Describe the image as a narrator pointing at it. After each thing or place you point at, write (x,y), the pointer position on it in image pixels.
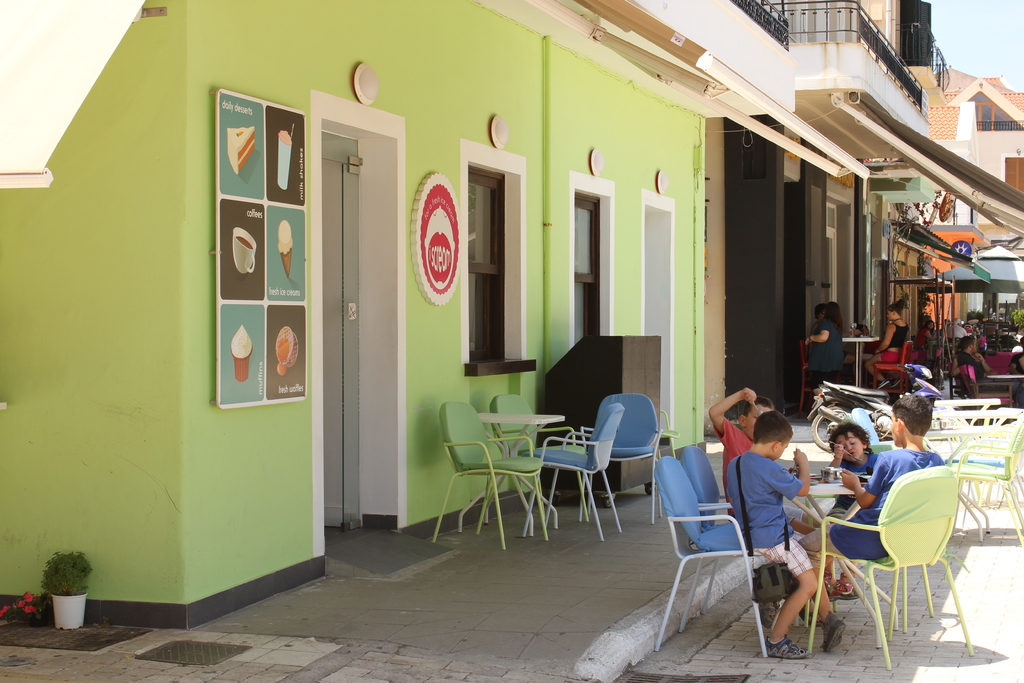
In the image on the right side (905,471) we can see some persons (842,457) were sitting around the table (837,489). And back of them we can see some peoples (904,341) were sitting and standing. and coming to the background (578,129) there is a building (527,138).
